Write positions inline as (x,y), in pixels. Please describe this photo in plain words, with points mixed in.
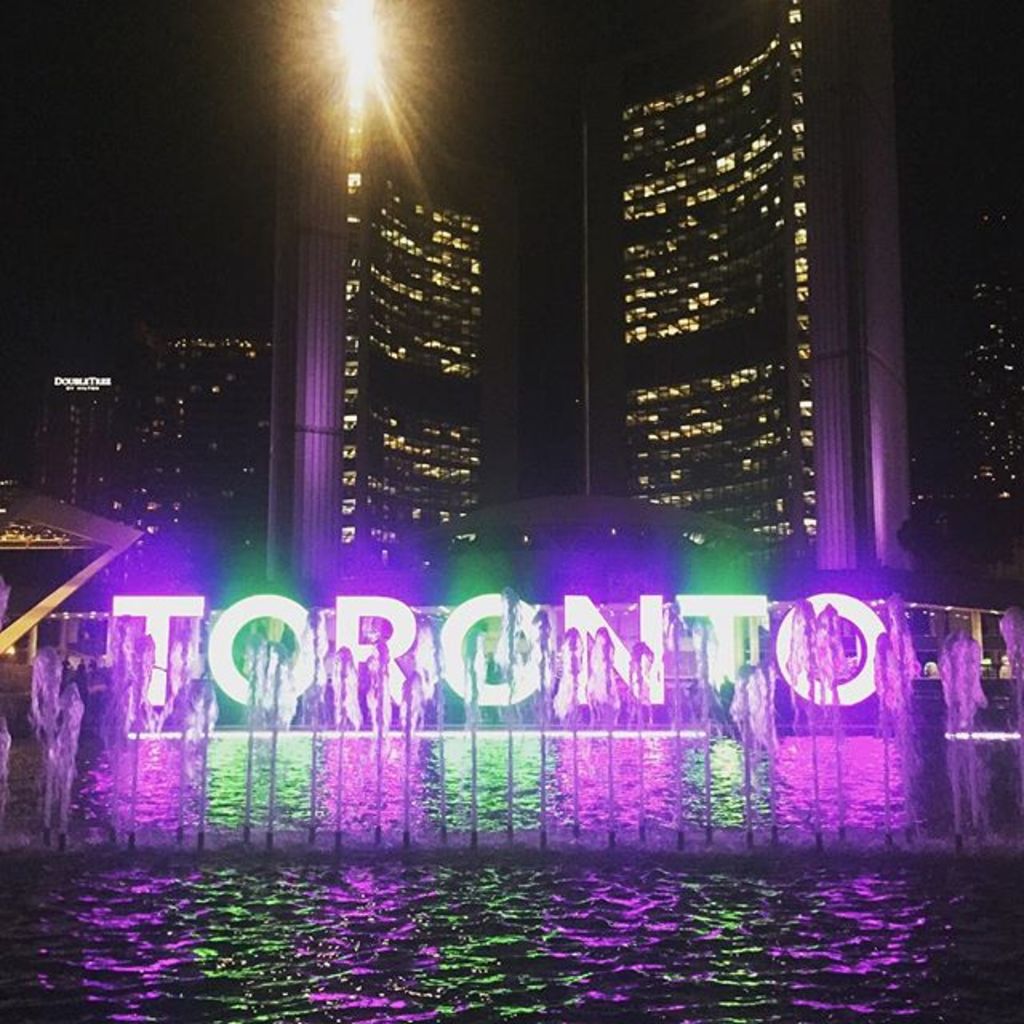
This image consists of water (365,952). In the middle (440,612), there is a fountain (190,728). In the background (298,152), there is a building (178,379) along with lights (92,379). It looks like it is clicked in the dark light.
